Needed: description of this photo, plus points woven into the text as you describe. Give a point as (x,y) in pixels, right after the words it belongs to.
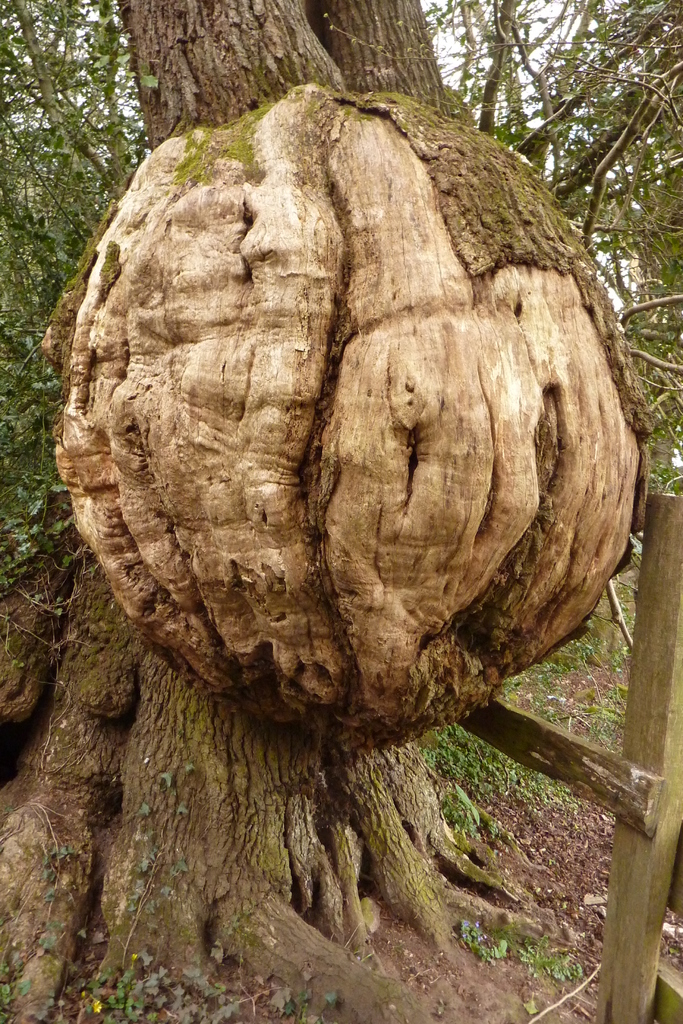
In this image there is a tree trunk (415,164). Right side (561,758) there is a fence (528,738). Background (55,88) there are trees (661,377) on the land (601,889).
